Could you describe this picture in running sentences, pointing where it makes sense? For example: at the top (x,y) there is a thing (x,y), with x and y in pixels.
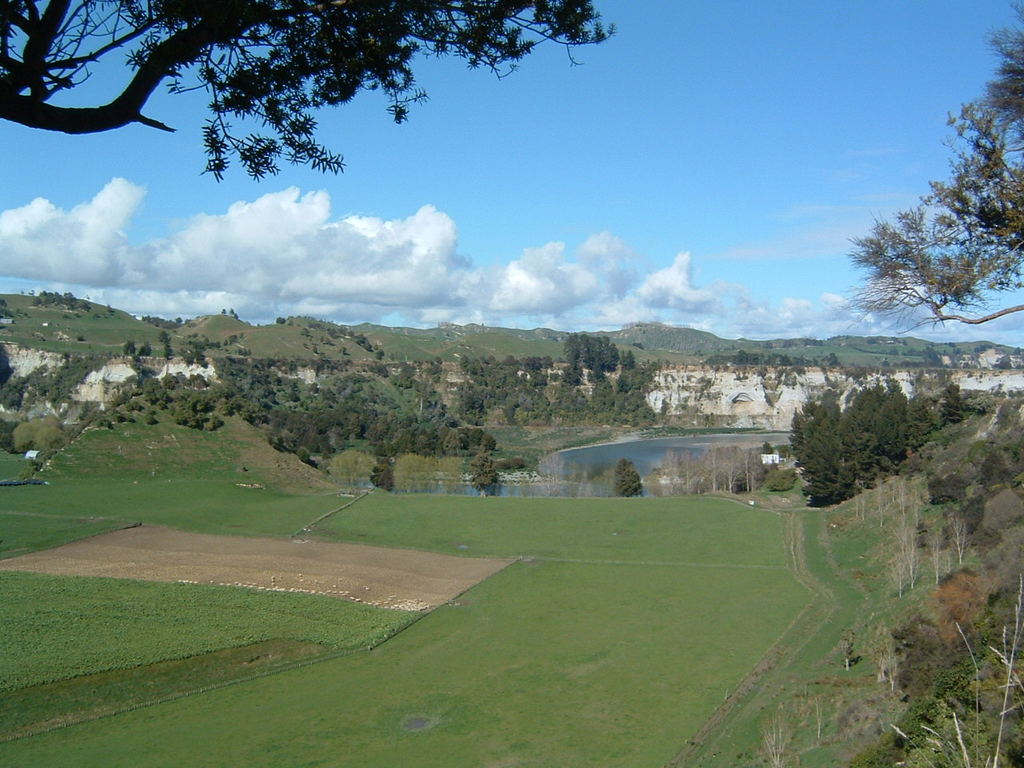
There is grass (830,578), trees (627,490) and water (705,447) at the center (665,438).
